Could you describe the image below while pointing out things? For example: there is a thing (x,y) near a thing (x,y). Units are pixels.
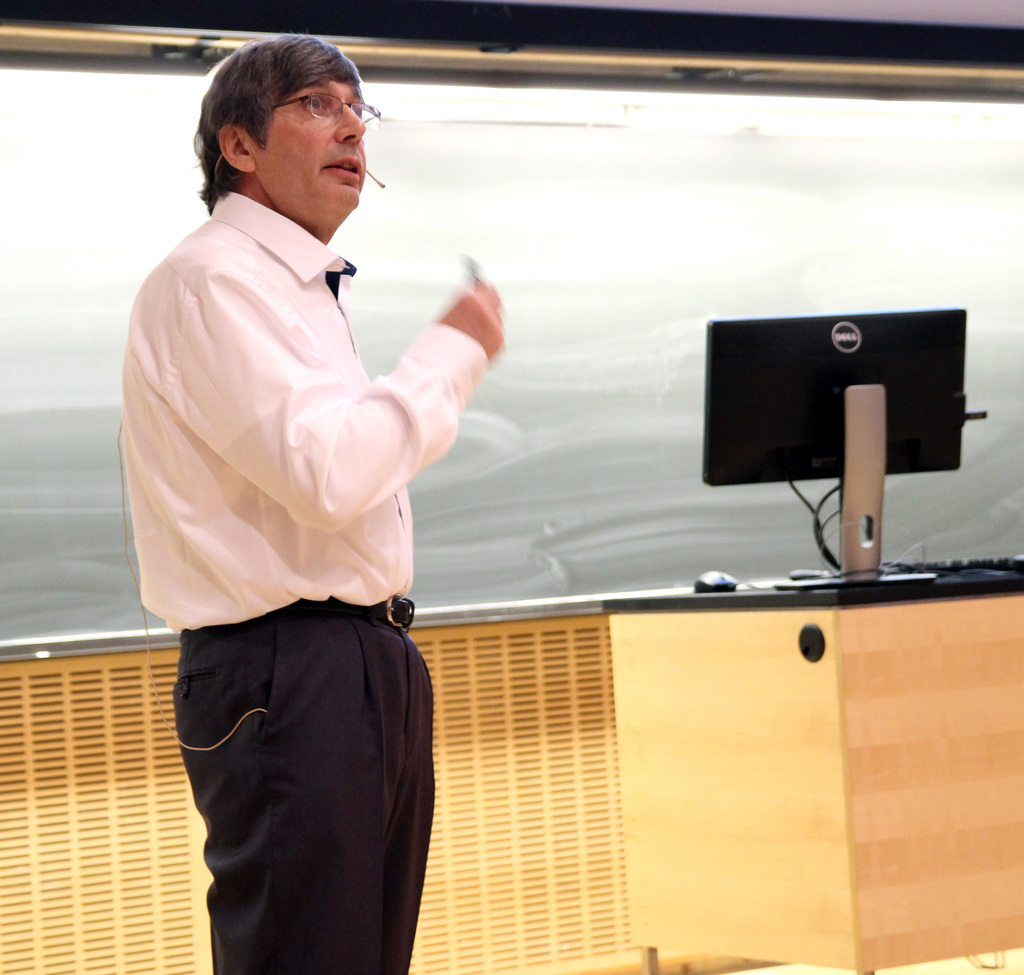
In the image we can see there is a man (325,771) standing and he is wearing spectacles (381,113). There is monitor (850,576), keyboard (959,565) and mouse (702,582) kept on the table (1005,588).
